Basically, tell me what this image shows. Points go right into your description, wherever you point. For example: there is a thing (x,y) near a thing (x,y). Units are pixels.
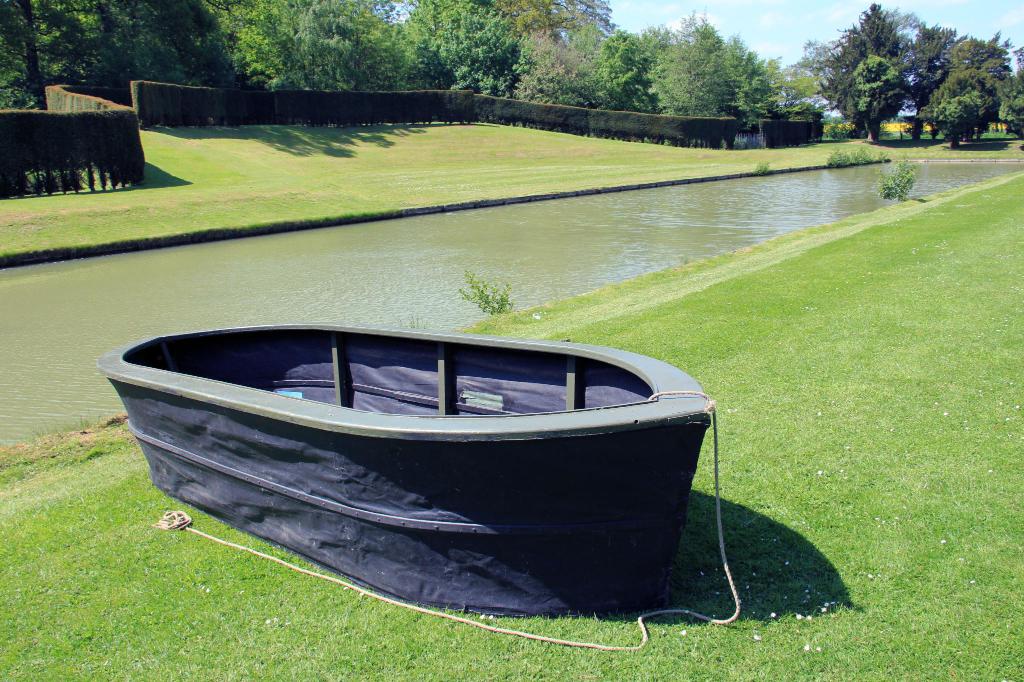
In this picture we can see a boat (612,436) with a rope (714,410) on the grass path (367,623). Behind the boat (321,353) there is the water (264,257), hedge (308,98), trees (326,7), plants (902,180) and the sky (815,25).
